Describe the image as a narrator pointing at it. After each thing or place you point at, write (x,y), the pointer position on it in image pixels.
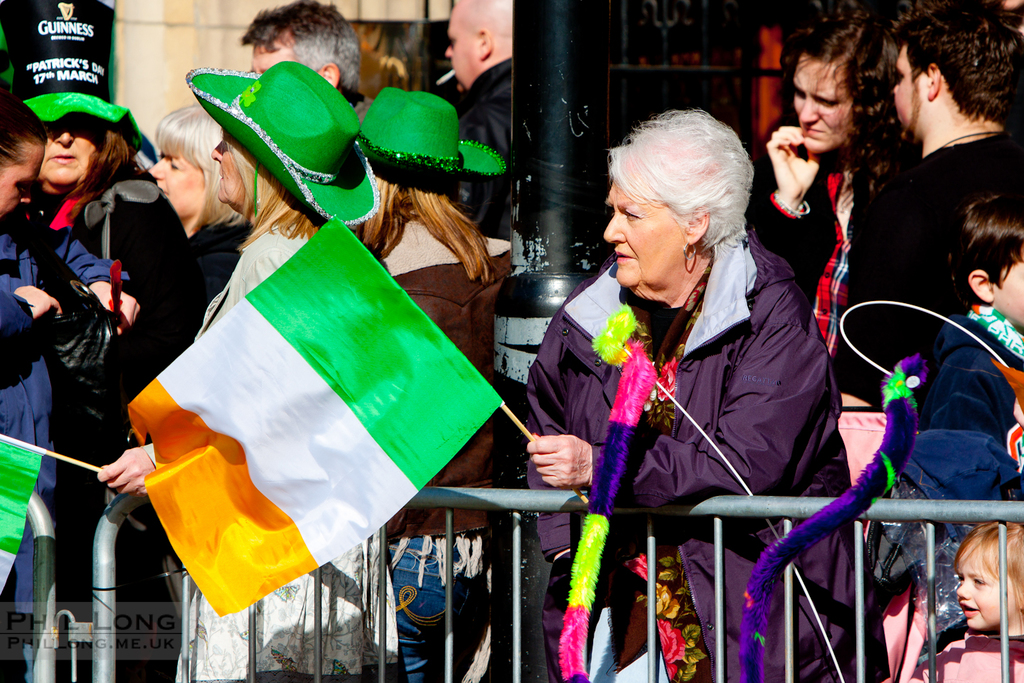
In this image we can see a group of persons (401,249) and among them there are few persons (608,391) holding flags (360,477). In front of the persons (566,375) we can see the barriers (1001,595). Behind the persons (570,320) there is a pole (580,234) and buildings (210,5).
